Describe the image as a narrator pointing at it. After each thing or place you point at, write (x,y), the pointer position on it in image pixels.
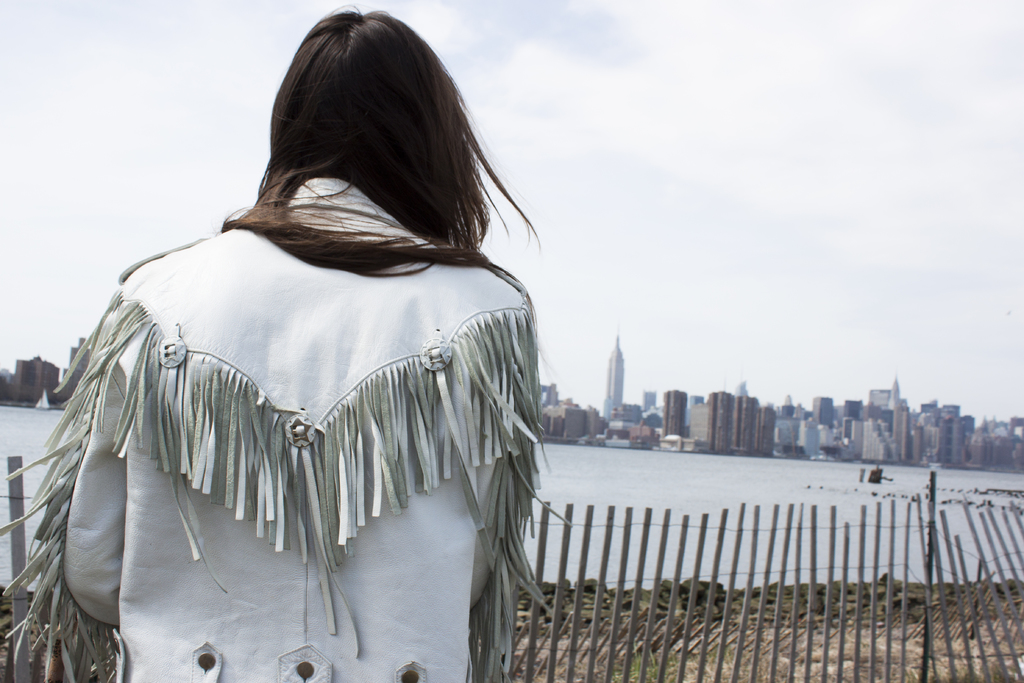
As we can see in the image in the front (378,406) there is a person (315,419) wearing white color dress (302,516) and there is fence (745,595). In the background (699,432) there are buildings (741,409). There is water (637,471) and at the top (682,140) there is sky (688,171).
